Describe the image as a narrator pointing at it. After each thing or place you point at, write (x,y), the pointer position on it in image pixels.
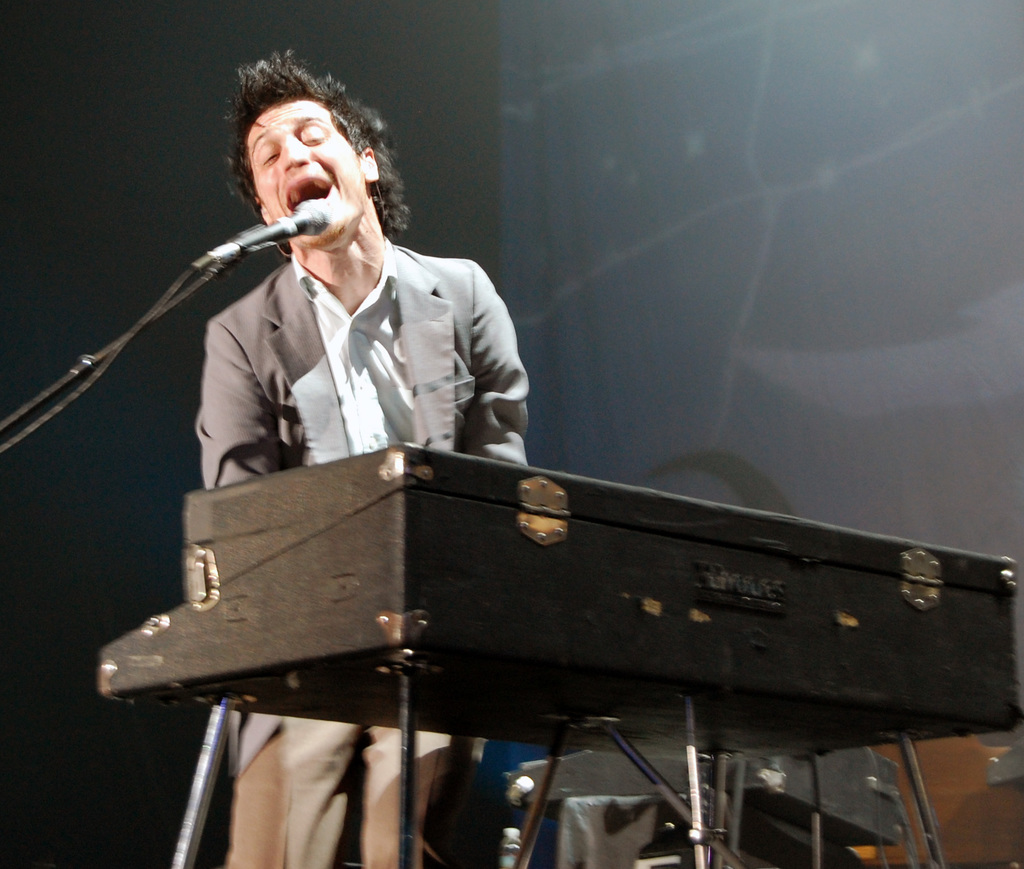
There is a person (336,334) singing. On the left side (290,225) there is a mic (243,245) with mic stand (139,326). Also there is a keyboard (499,598) with stand (657,772). In the back (563,169) there's a wall (473,108).
